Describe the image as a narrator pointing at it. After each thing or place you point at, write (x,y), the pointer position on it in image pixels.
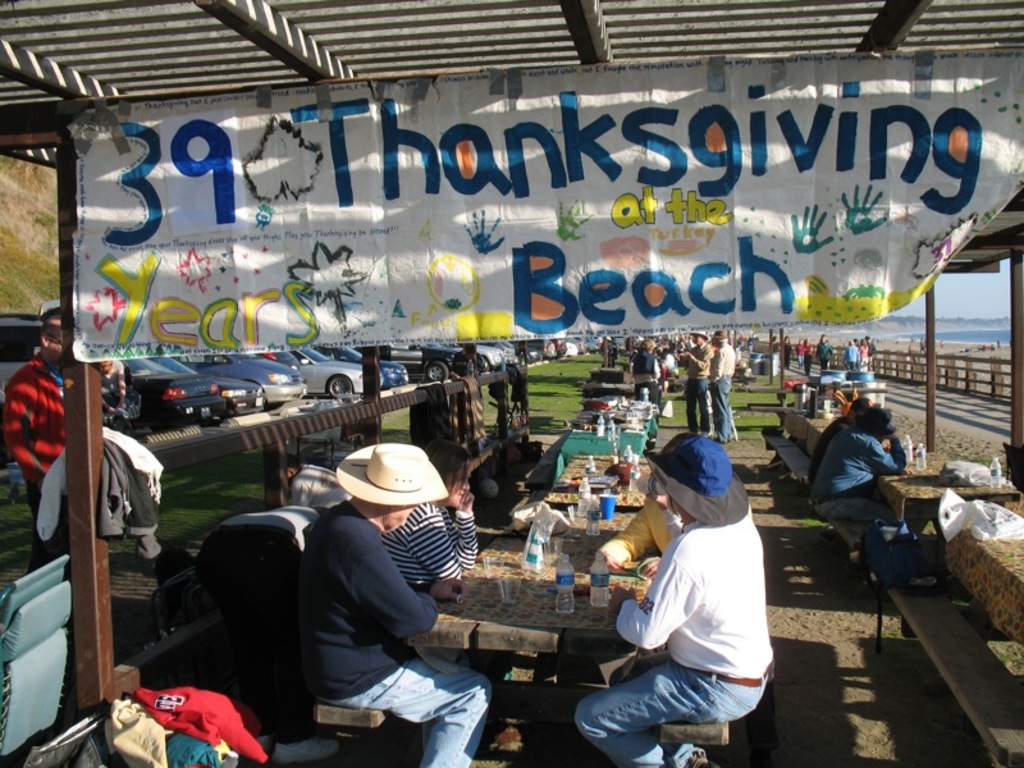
In this image we can see people (424,584) sitting on benches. There are objects (607,508) on the table (547,573). At the top of the image (535,51) there is ceiling (152,45). There is a banner (674,204) with some text (551,292). At the bottom of the image (842,735) there is sand (851,736). In the background of the image (696,347) there are people (850,352), cars (483,346), grass (566,366), fencing (875,366).
